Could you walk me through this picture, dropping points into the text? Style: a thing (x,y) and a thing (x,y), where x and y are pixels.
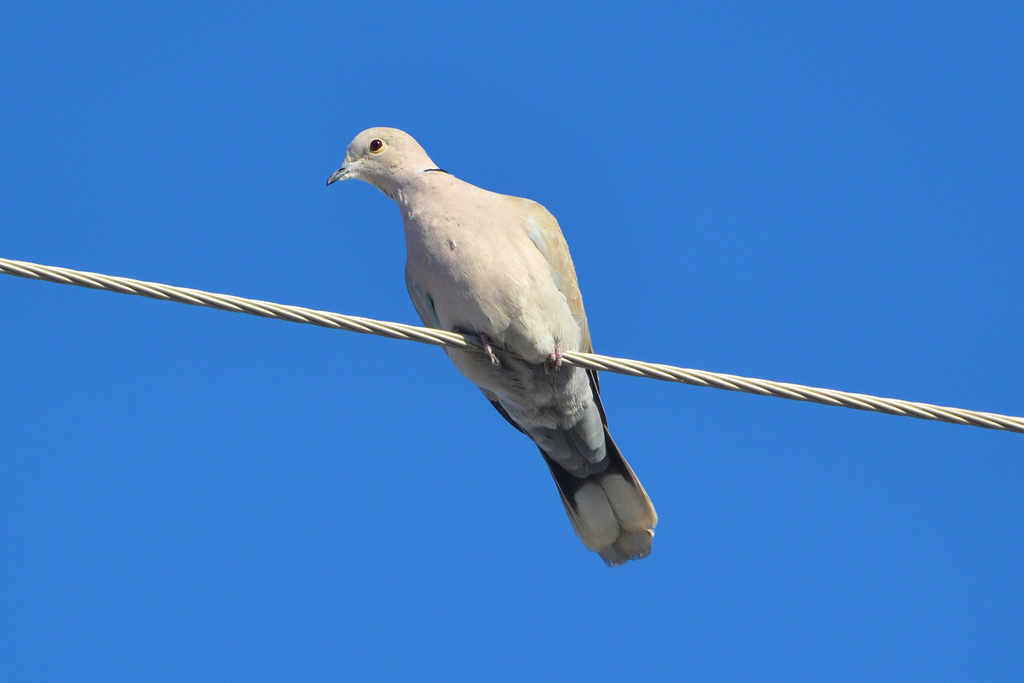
In this image we can see a bird (484,337) on a cable (876,404). On the backside (659,277) we can see the sky (679,256).
